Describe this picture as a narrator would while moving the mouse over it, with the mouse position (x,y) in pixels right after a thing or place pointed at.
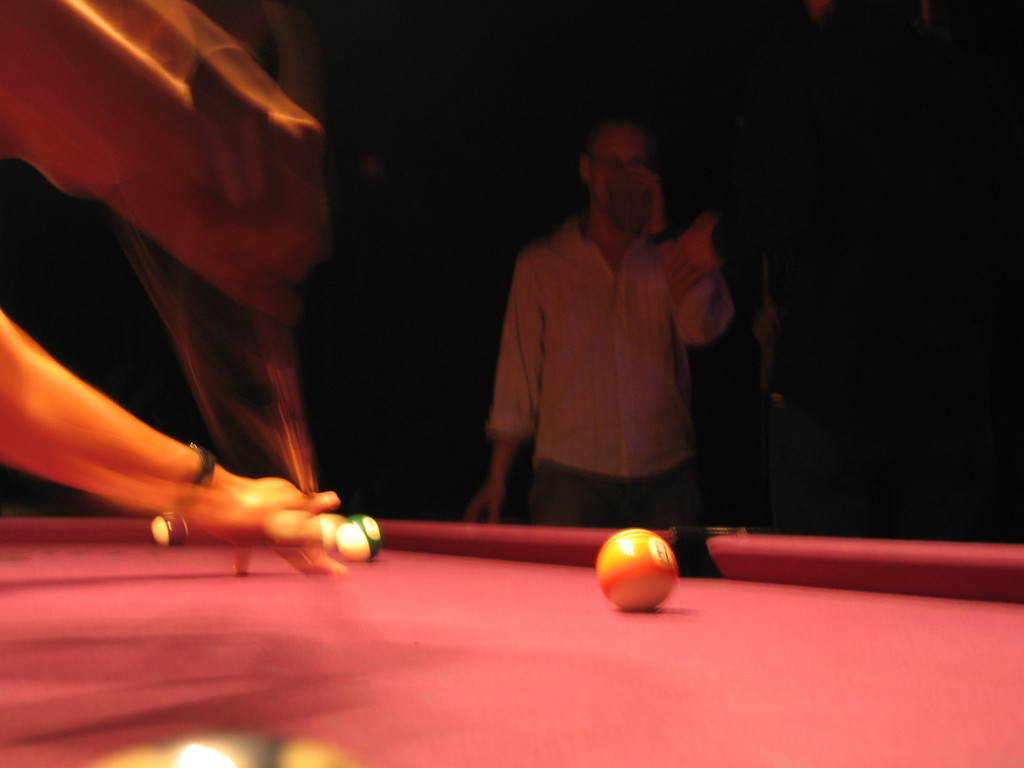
In this image we can see persons (603,372) standing on the floor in front of the billiards table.
